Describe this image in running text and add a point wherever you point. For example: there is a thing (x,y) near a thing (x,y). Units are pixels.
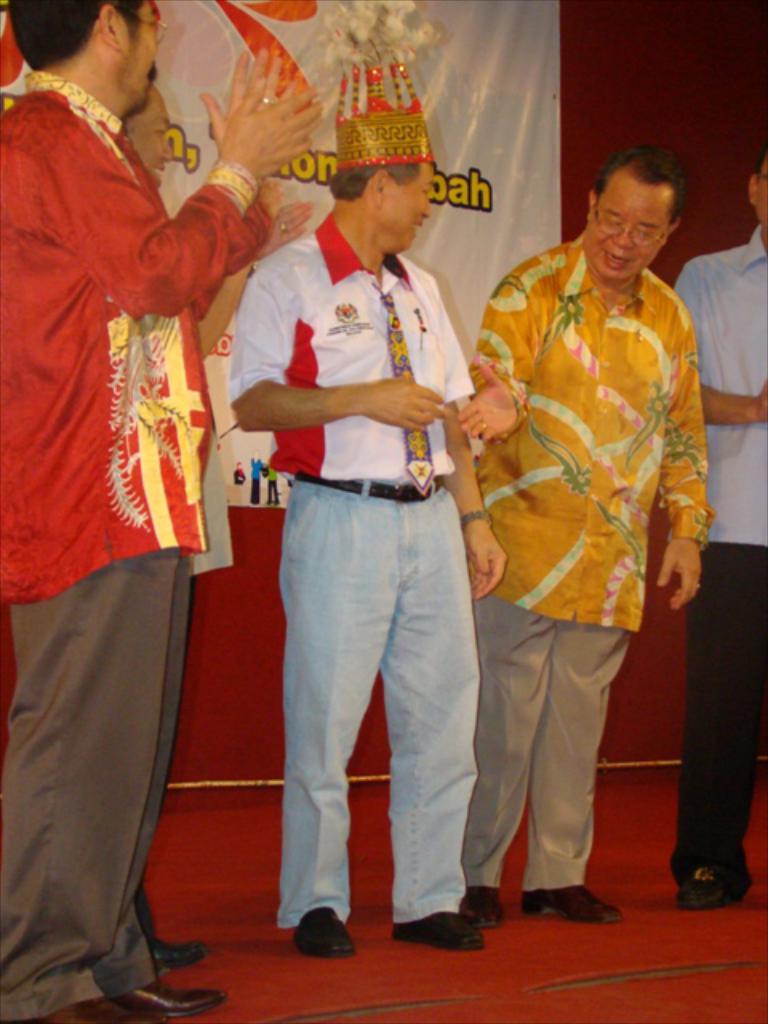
In this image I can see the group of people (24,302) with different color dresses (311,327). I can see one person (376,277) with the crown (369,140). In the background (432,257) I can see the banner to the red color surface (565,236).
